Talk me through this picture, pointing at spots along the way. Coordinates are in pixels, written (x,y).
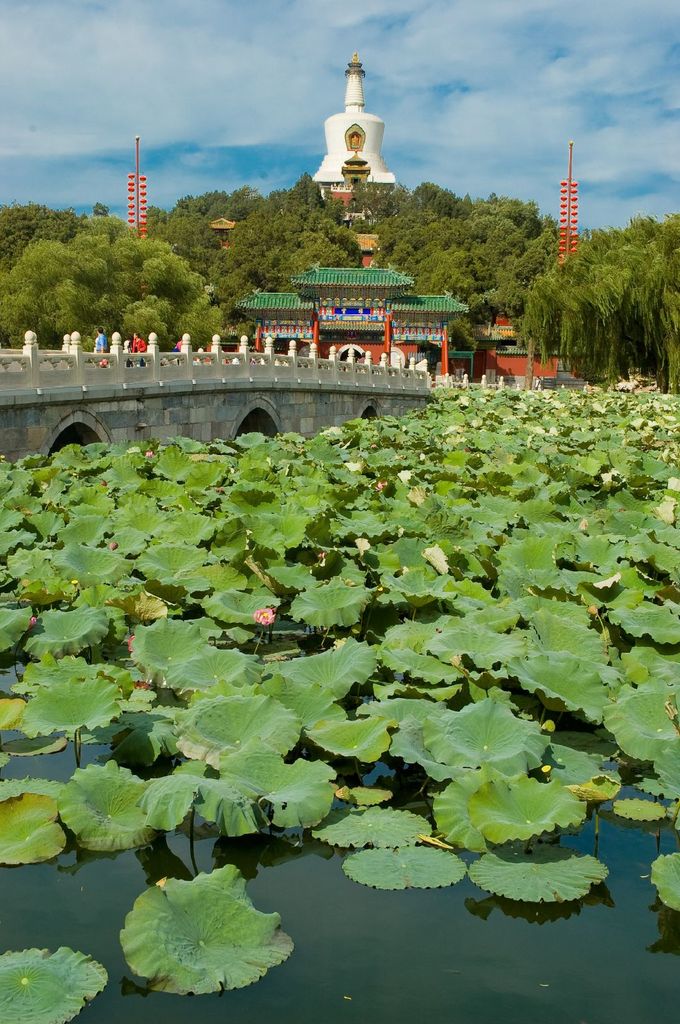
There are flower pods (364,636) on the water (24,697). There is a bridge (69,350) on which people (143,351) are present. There are buildings (384,285) and trees (348,258).
